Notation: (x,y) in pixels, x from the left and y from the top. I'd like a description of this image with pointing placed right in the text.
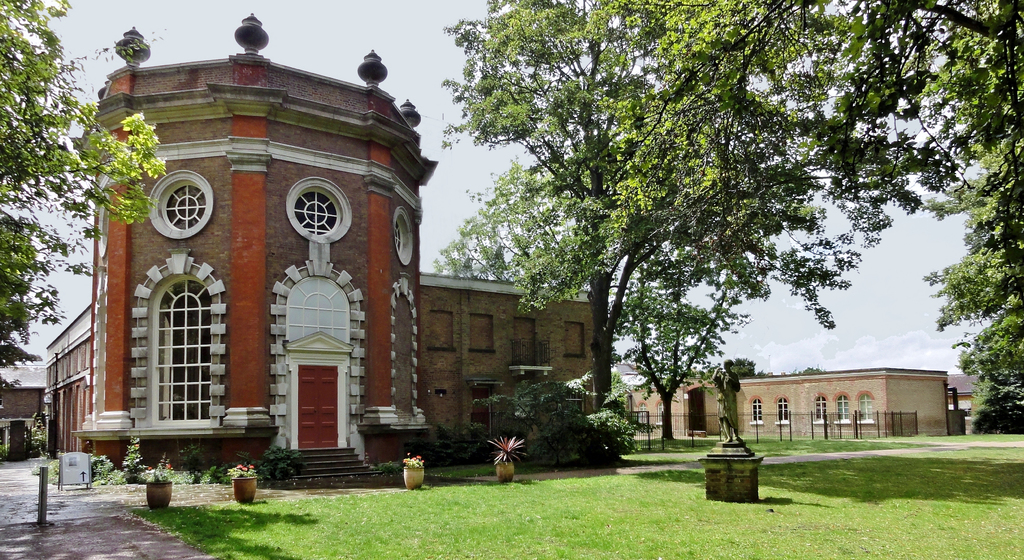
In this image we can see pots (420,486), trees (750,103), buildings (702,404), statue (737,420) and grassy land (700,527). The sky (453,163) is covered with clouds (793,335).
